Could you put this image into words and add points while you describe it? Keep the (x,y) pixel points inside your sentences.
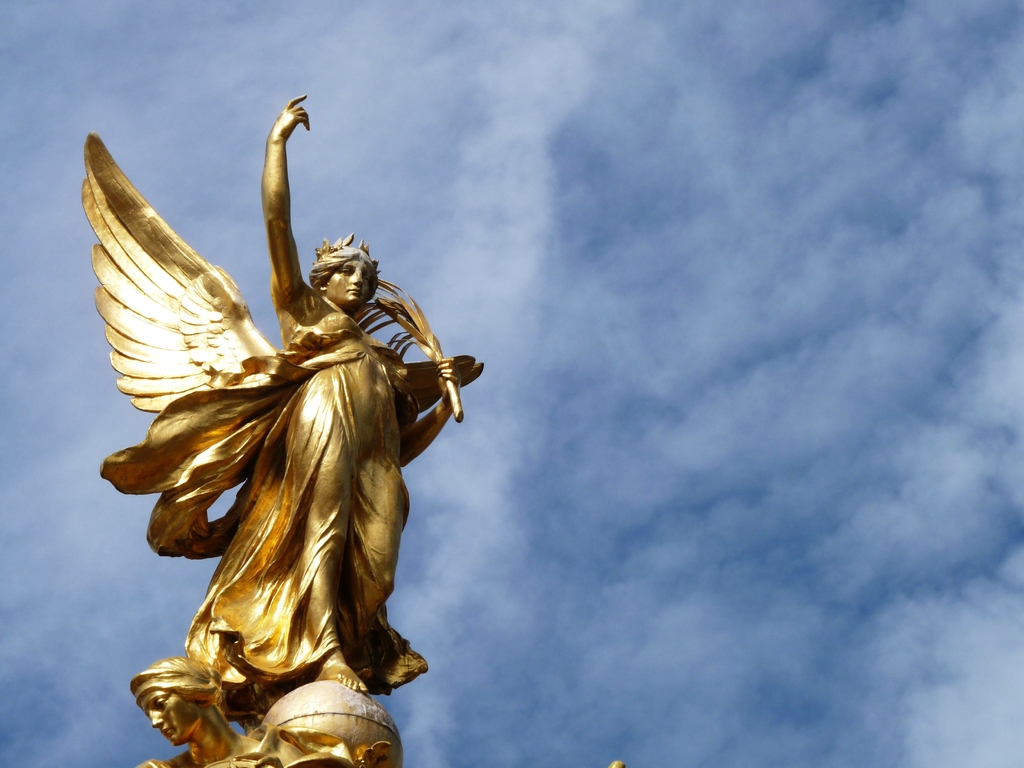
In the picture we can see a statue (254,351) of a woman (342,593) with wings (219,344) and it is gold in color and in the background (553,175) we can see a sky (735,491) with clouds (467,162).
